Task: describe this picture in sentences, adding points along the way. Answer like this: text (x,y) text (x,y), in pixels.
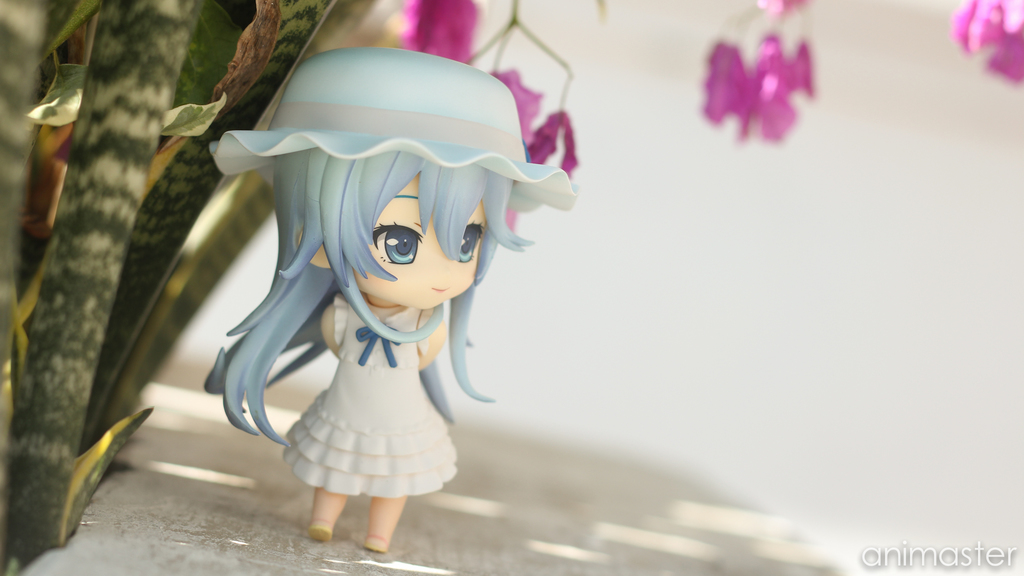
In this image there is a toy (323,479) on a surface (188,557), on the left side (28,502) there are plants (138,132), at the top (957,43) there are flowers (968,30), in the background (732,215) it is blurred, on the bottom right (1007,558) there is text (931,564).
